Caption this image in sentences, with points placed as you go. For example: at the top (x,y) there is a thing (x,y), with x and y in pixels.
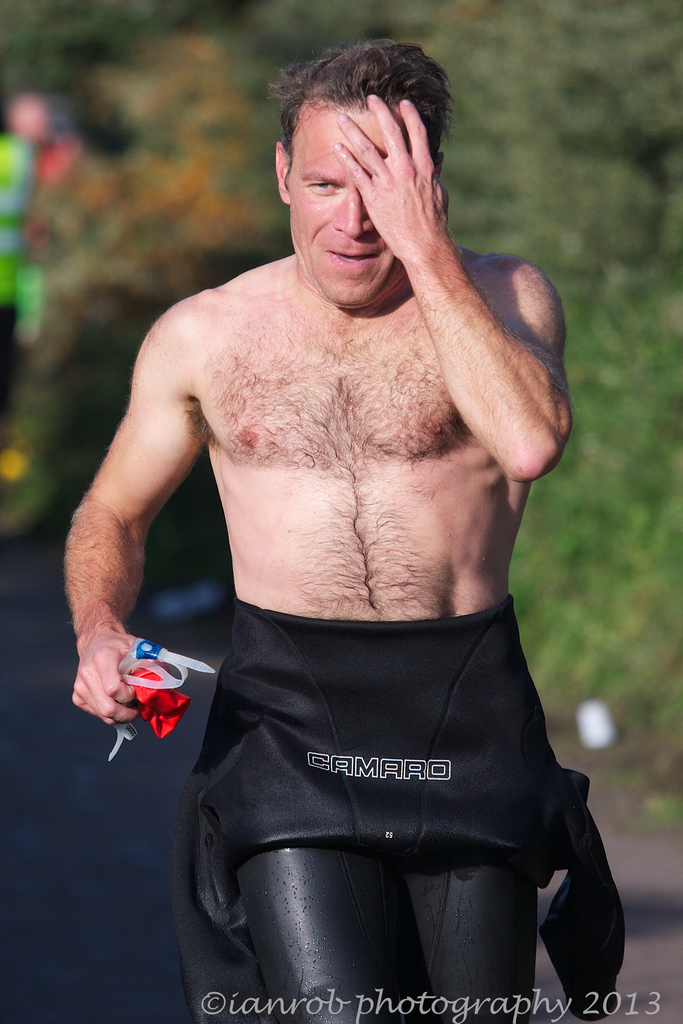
This picture is clicked outside. In the foreground (281,299) we can see a man (347,686) holding some objects (151,692) and seems to be running on the ground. In the background (537,232) we can see the green leaves (536,212) and a person like thing (65,141) and some other items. At the bottom (245,1007) we can see the watermark (236,1009) on the image.
